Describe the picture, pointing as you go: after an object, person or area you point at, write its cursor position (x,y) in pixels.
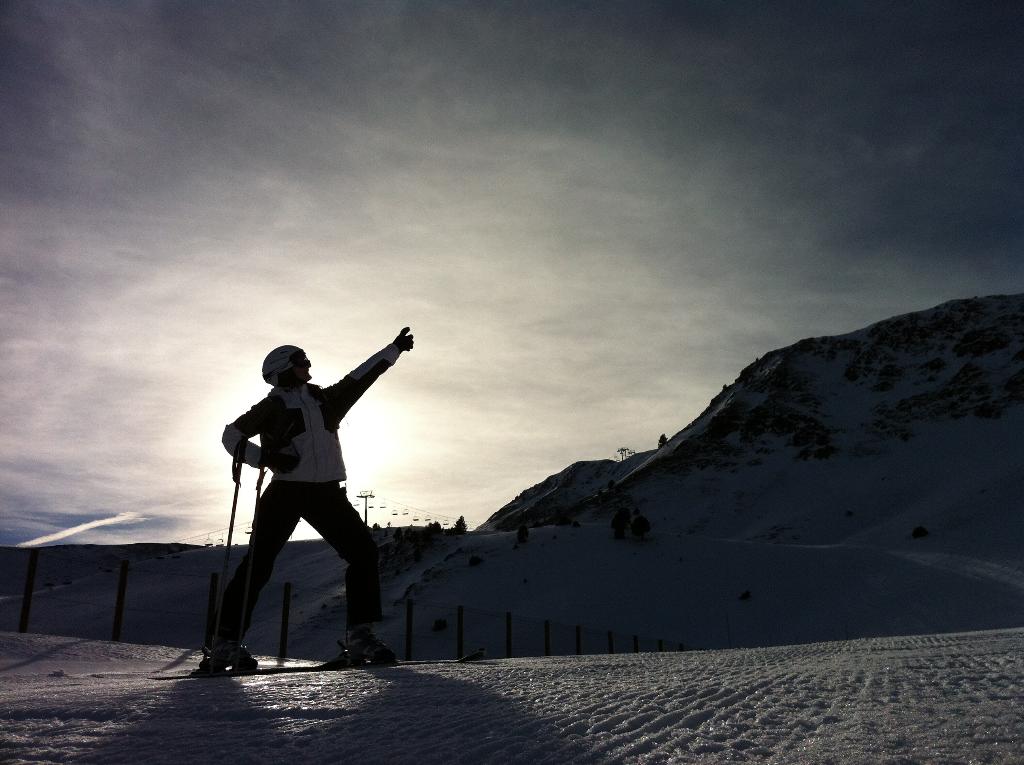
a person (276,514) is standing and raising his hand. there is snow (240,559) everywhere around him.
